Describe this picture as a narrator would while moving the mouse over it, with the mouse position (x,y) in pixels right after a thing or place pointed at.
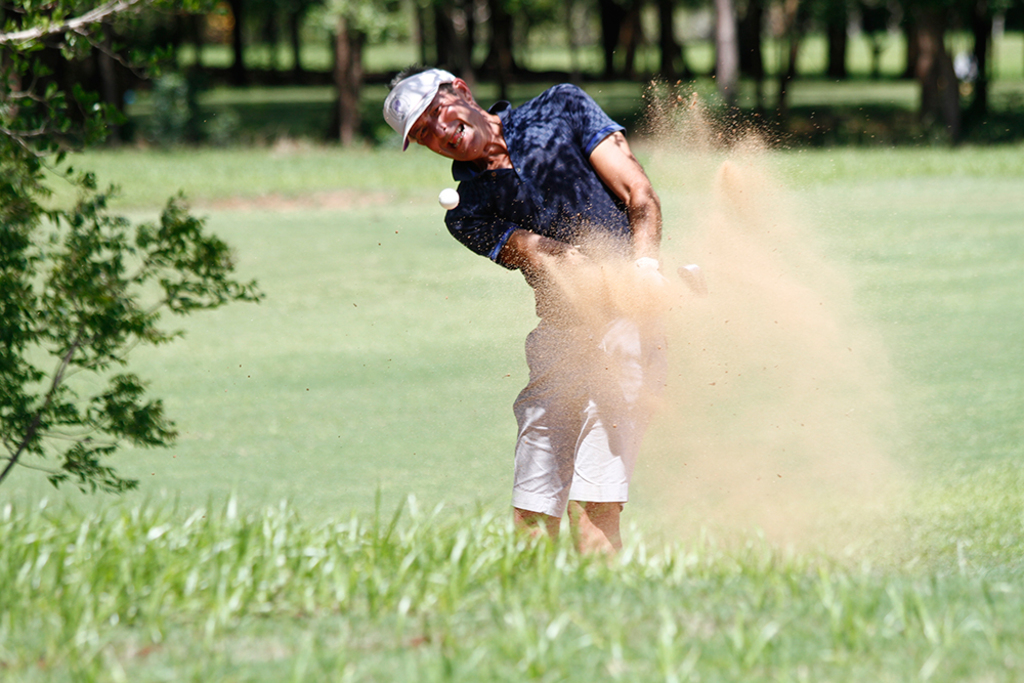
In this image I can see the person (571,207) wearing the blue and white color dress (548,199). I can see the white color ball (450,189) on the air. To the side of the person (488,180) I can see the tree (52,27) and the grass (103,162). In the background (142,42) I can see many trees (951,3).
